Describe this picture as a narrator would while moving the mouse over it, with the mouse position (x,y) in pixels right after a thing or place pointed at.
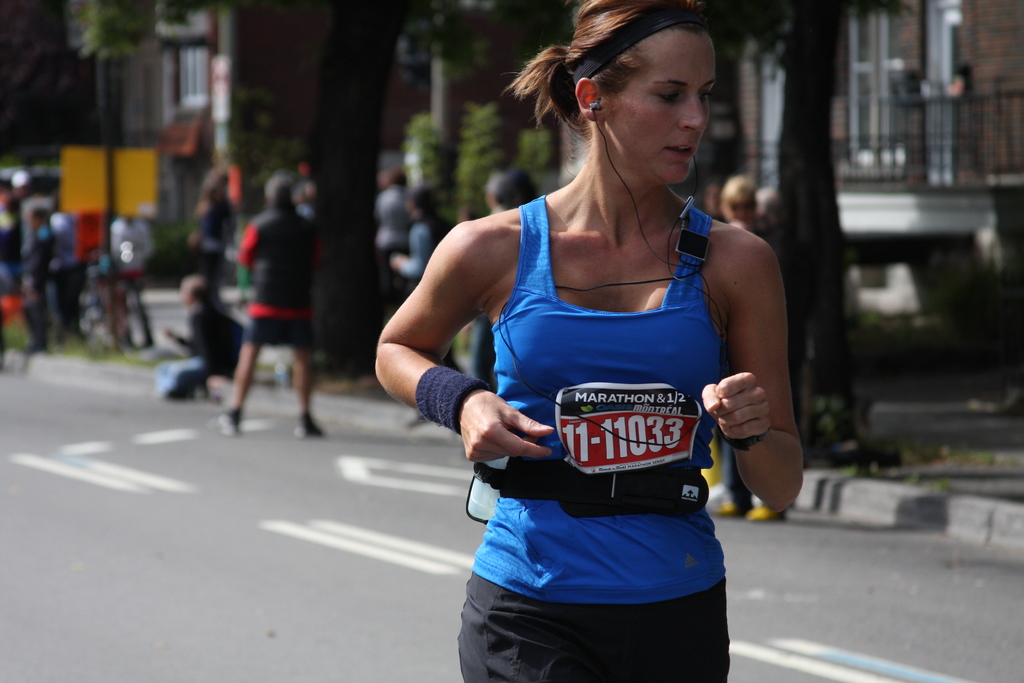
In the image there is a lady (480,243) with dress (650,351). Behind her there is a blur image. There is a road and there are few people (268,249). And also there are trees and buildings (891,109) with walls (918,37).
